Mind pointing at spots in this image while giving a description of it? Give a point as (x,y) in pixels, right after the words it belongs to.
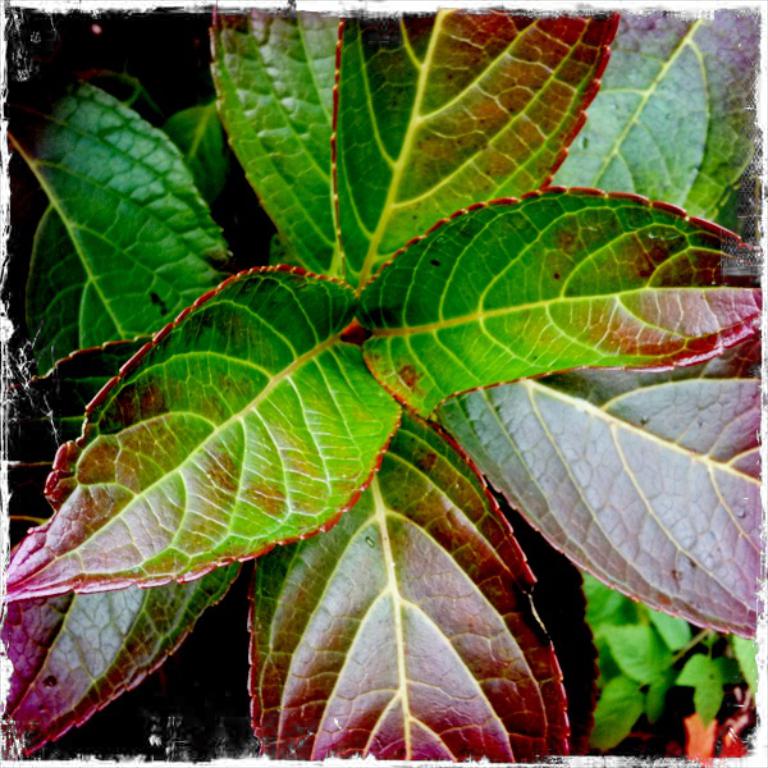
In this picture, there is a plant (297,277) with leaves (329,423).
